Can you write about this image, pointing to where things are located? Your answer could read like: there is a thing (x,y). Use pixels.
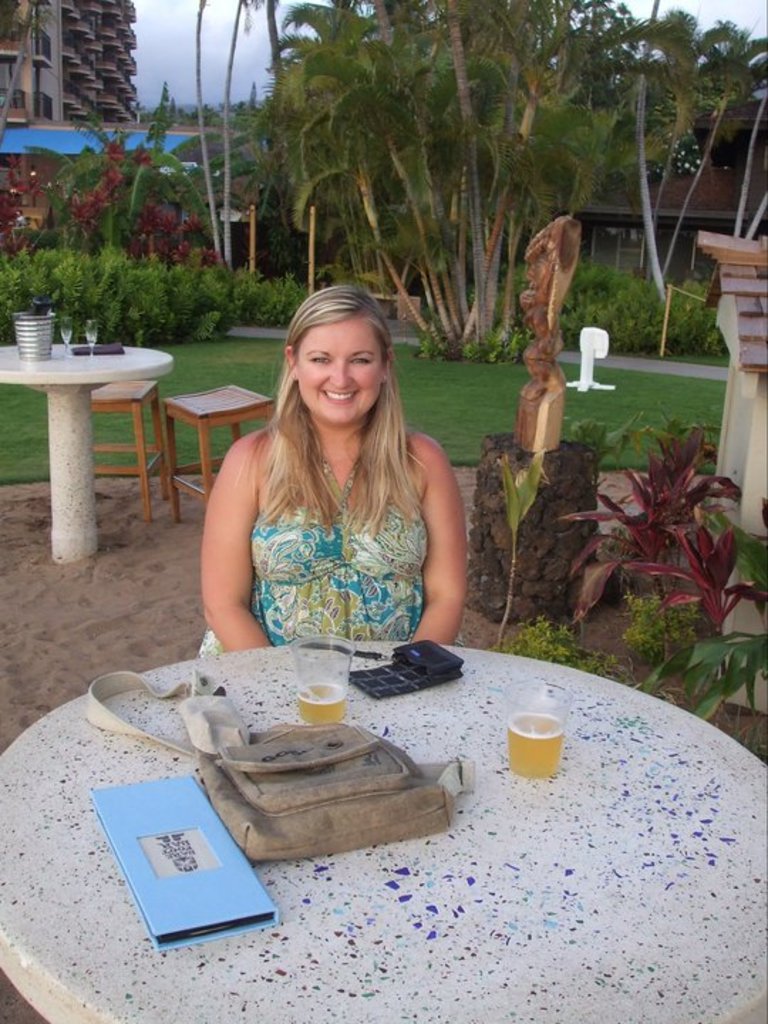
In the middle (265,594) a woman (311,313) is sitting on the chair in front of the table (203,953) on which file (206,908), bag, glass (557,757) and so on kept. In the background (136,234) trees (369,219) are visible and a grass (406,385) visible and plants (148,282) are visible. In the top left (64,79) building (114,101) is visible and a sky (137,90) blue in color is visible. This image is taken during day time in a lawn area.
